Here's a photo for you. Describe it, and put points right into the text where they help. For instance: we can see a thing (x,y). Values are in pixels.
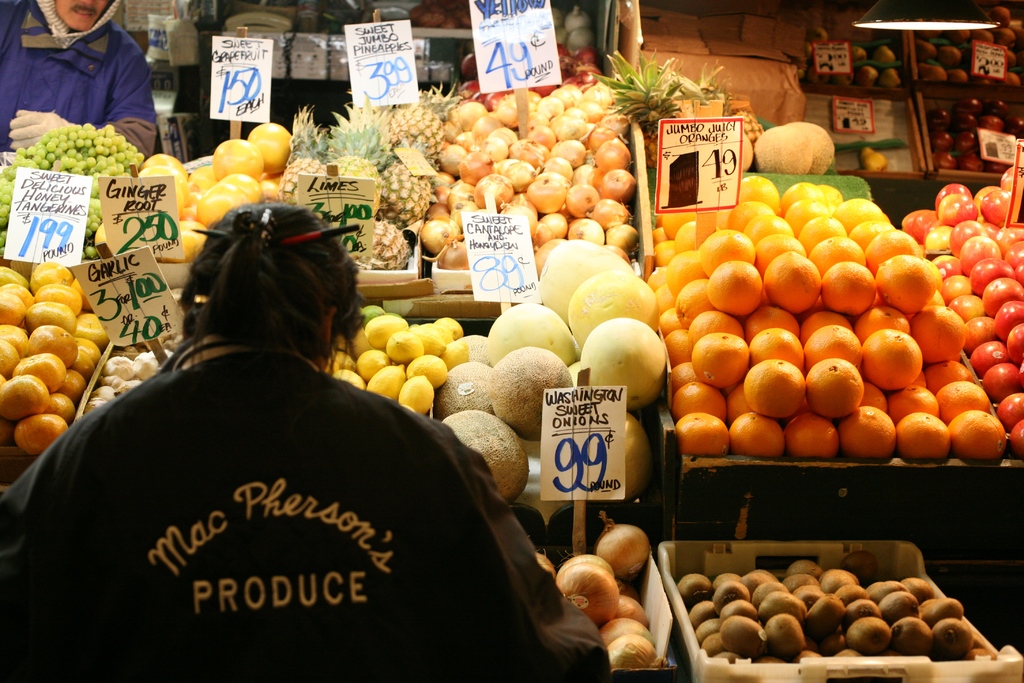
In this picture we can see some fruits (746,283) present here, there are price tags (471,245) here, at the right bottom (886,609) we can see a basket (890,662), there is a person (95,95) here, there is a light (918,13) here, we can see trays (906,123) in the background (908,113).
